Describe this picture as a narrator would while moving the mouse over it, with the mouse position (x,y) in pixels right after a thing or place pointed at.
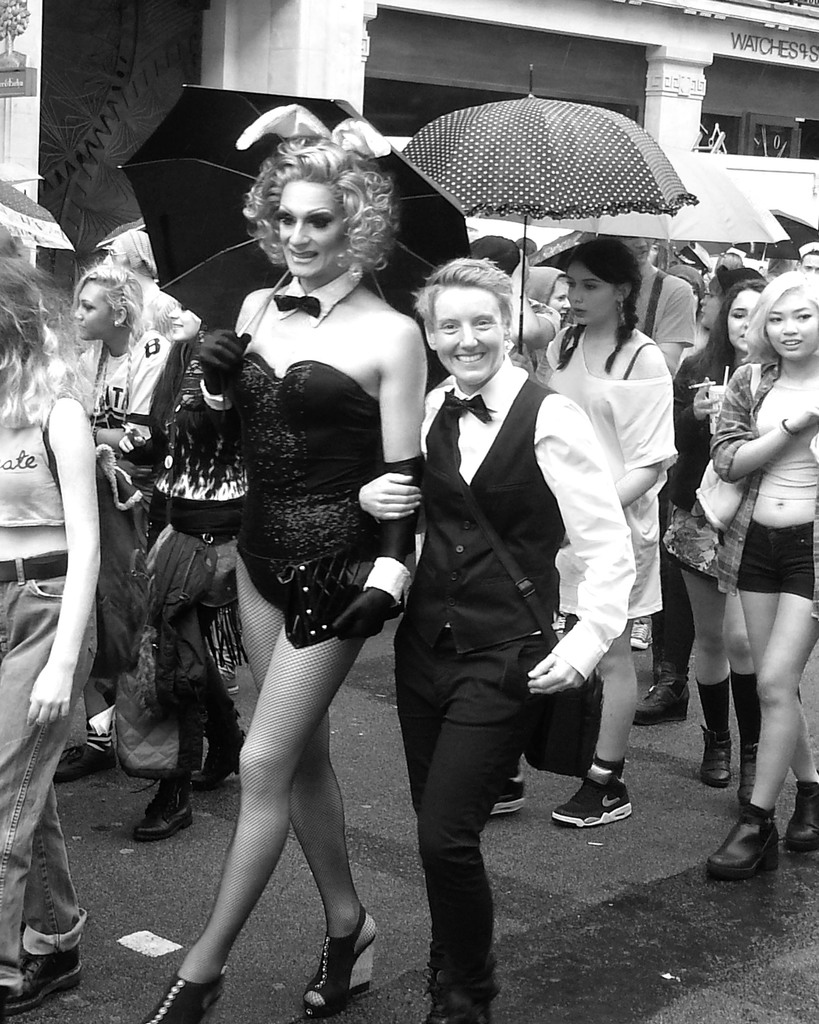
This is a black and white image. There are so many persons (768,669) in the middle (357,628), who are walking. Some of them are holding umbrellas (232,256). There is a building (72,195) backside.
